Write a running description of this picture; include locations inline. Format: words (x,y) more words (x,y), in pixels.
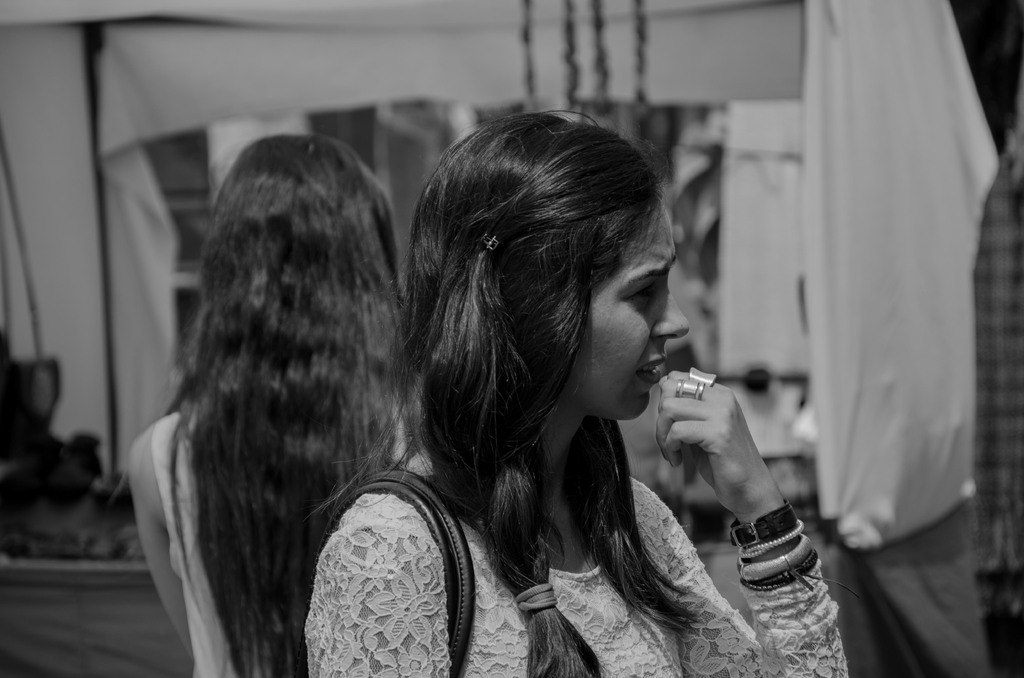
This is the picture of a lady (620,522) who wore some bands (757,568) to the hand (751,489) and behind there is an other lady (371,287) and some other things (75,666) around.
